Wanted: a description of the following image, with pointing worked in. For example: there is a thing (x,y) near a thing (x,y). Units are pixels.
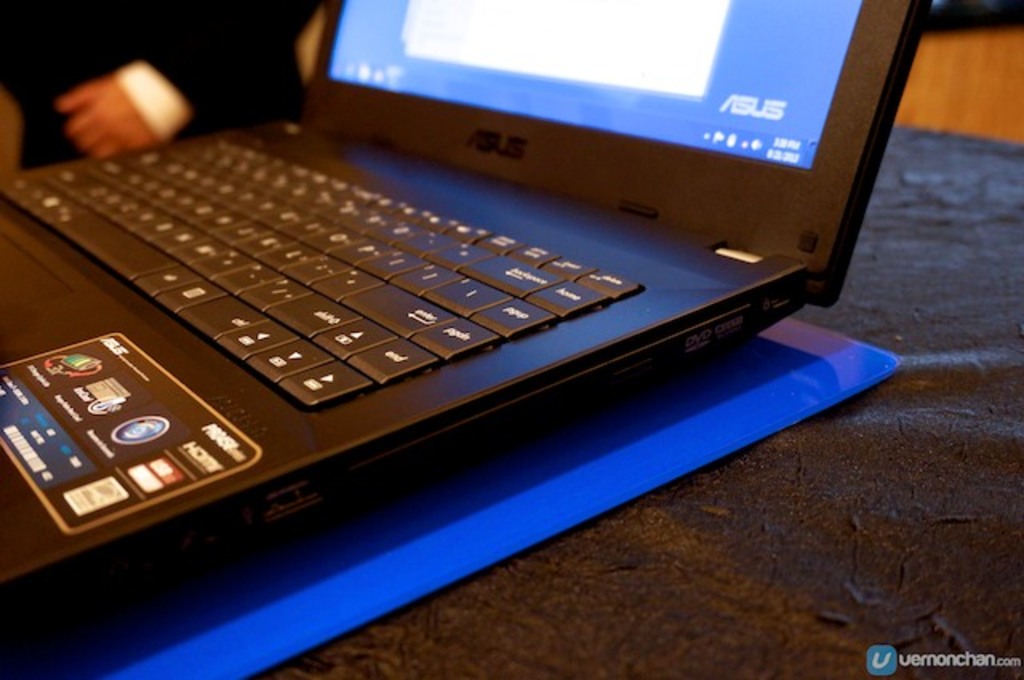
In this image in the center (498,421) there is one laptop (299,419), and at the bottom (518,608) there is a table (669,577). In the background (227,102) there is one person (155,103) who is standing, and there is one object (971,85).
